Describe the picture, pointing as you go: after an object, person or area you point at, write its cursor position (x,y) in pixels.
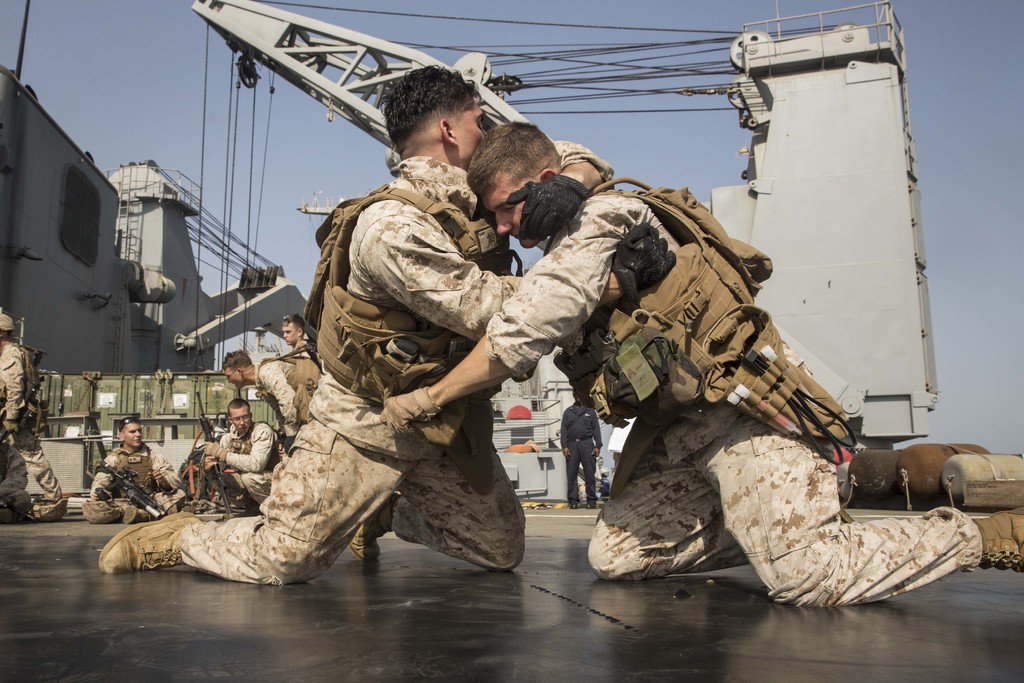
In this image, in the middle (407,441), we can see two men (597,562). On the left side (162,479), we can see a group of people (162,479). In the background (588,416), we can see a man (584,412) wearing a black color dress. In the background (202,43), we can also see some electrical equipment (70,154), wires (604,88) and a sky (932,305).
